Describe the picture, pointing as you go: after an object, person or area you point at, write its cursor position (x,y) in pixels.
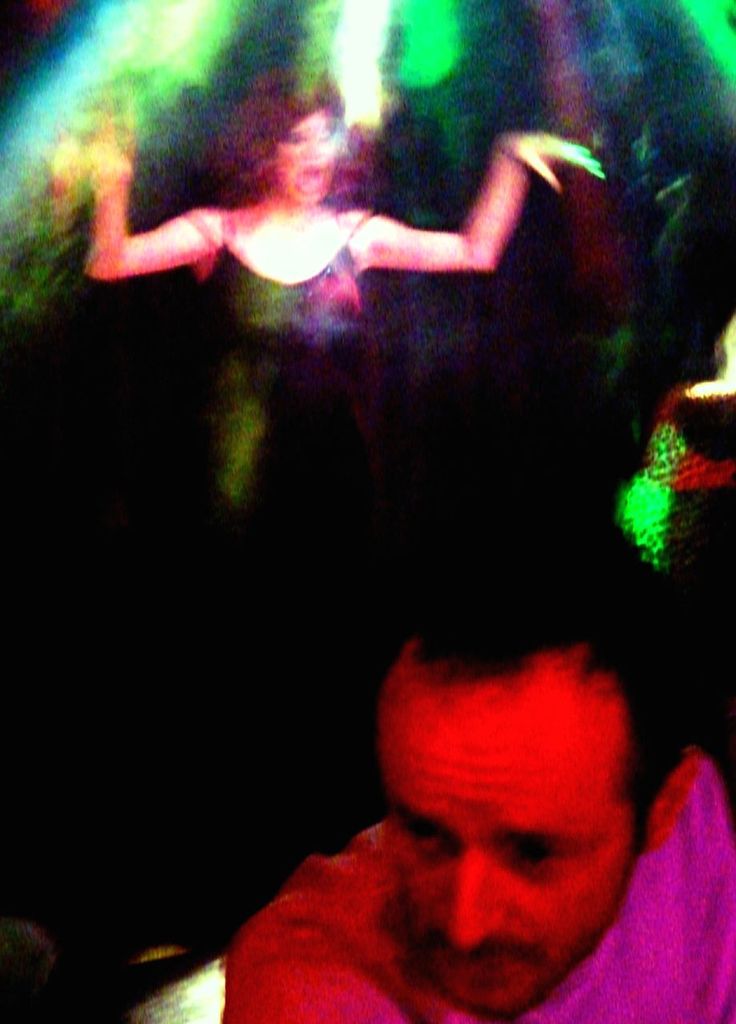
This image is taken indoors. In this image the background (548,377) is a little blurred. There are a few lights (177,34). There is a woman (263,267). At the bottom of the image (448,916) there is a man (431,919).
